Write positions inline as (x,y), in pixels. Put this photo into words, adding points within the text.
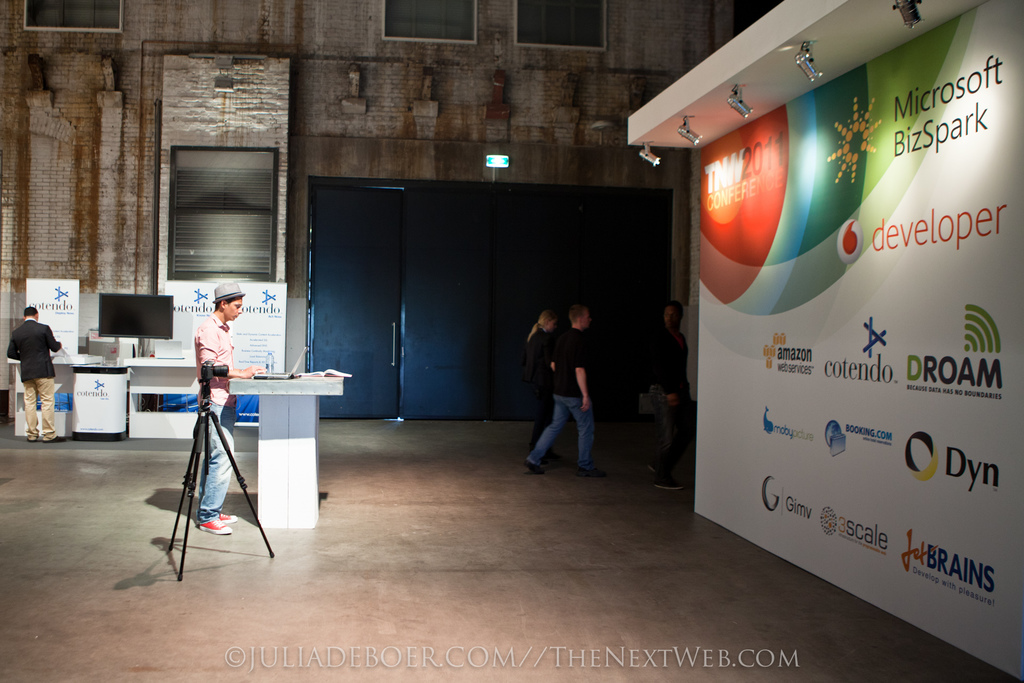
In this image I can see a person (256,371) standing in front of the board (272,346) and I can see a camera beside that person (200,341) and on the right side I can see there are three persons (676,389) walking on the floor (762,566) and I can see a notice board (912,187) on the right side (878,195), on the left side (36,373) I can see a person (36,373) standing in front of the table (132,362), on the table (16,389) I can see a television (117,319), at the top (340,218) I can see the wall (239,99) and the window (519,19) and blue color doors (429,301).
